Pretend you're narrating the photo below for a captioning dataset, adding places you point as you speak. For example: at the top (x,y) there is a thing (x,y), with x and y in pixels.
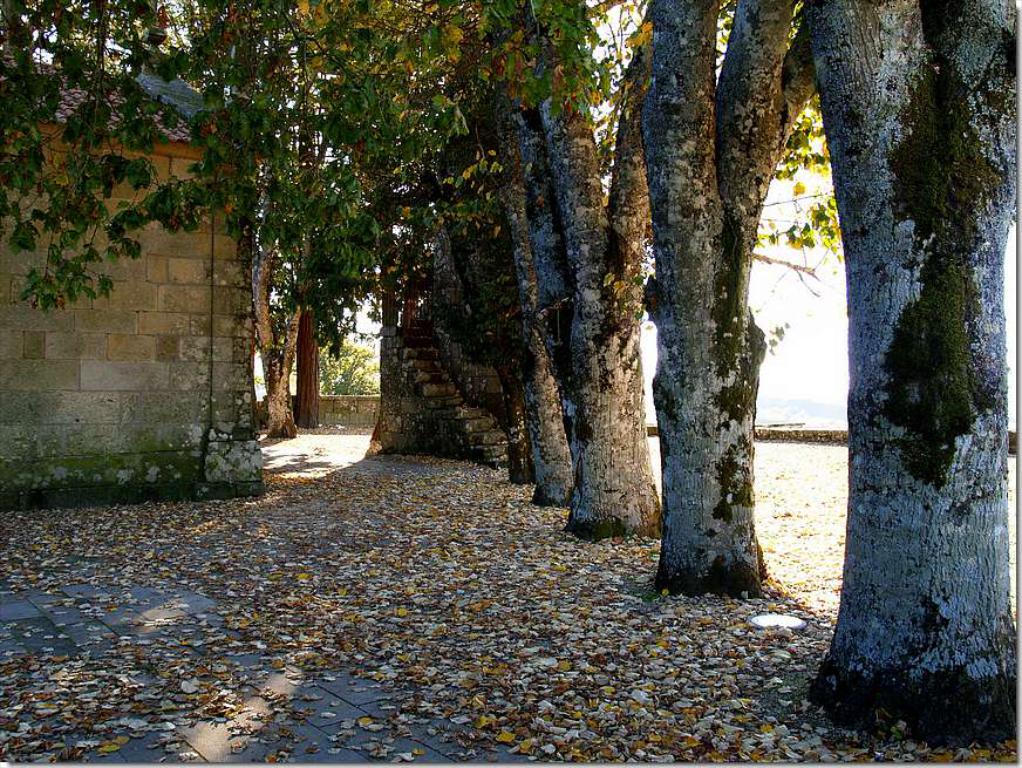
In this image, we can see some trees (870,468) and a house (120,392). We can see the ground (815,635) with some dried leaves (594,690). We can also see the sky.
